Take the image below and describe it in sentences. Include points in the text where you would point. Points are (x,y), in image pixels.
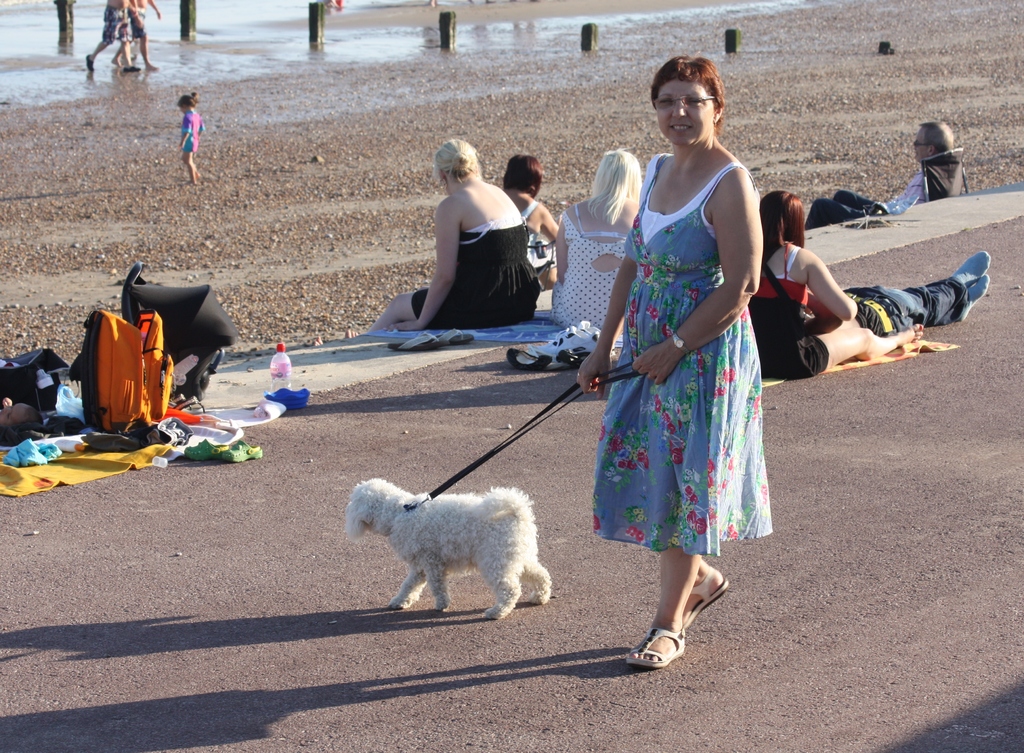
In this image we can see a woman (672,429) walking a dog (481,533). There are many people (553,248) sitting on the road (241,364), bags (146,399), bottles (275,370) and water (141,76) in the background (217,63).
